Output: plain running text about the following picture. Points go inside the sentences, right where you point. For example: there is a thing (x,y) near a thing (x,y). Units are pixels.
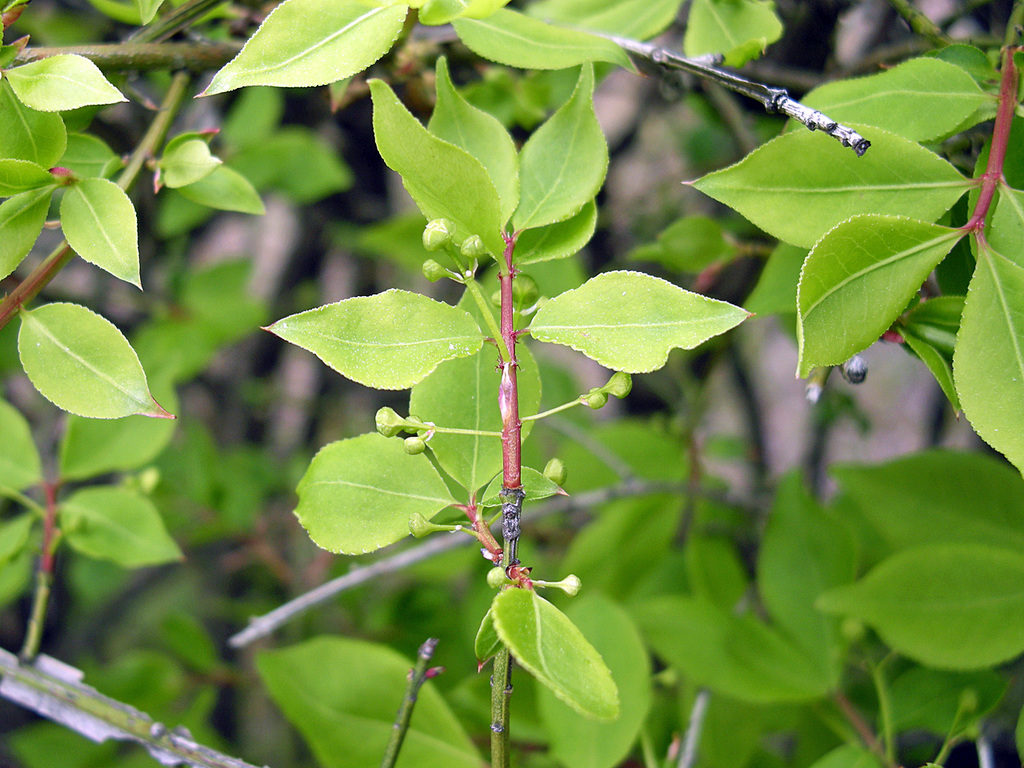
In this picture we can observe some plants (439,249) which were in green color. There are small buds (418,420) to this plants (384,459).
